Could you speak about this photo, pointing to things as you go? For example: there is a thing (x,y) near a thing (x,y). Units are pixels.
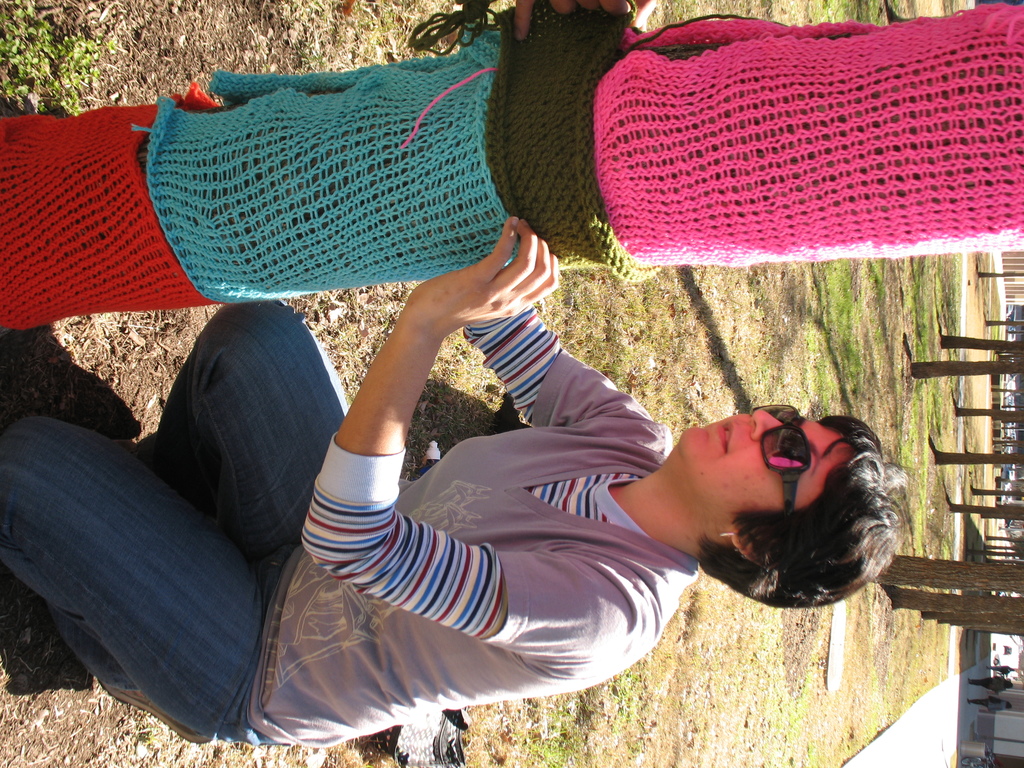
In this image there is one person (385,514) sitting at bottom of this image (367,594) and wearing goggles (768,456) and there is one object (474,254) at top of this image (553,176). There is one hand (517,29) at top of this image (577,16) and there are some trees (964,566) at right side of this image (978,518) and there are some persons (993,689) standing at bottom right corner of this image (1008,686).
